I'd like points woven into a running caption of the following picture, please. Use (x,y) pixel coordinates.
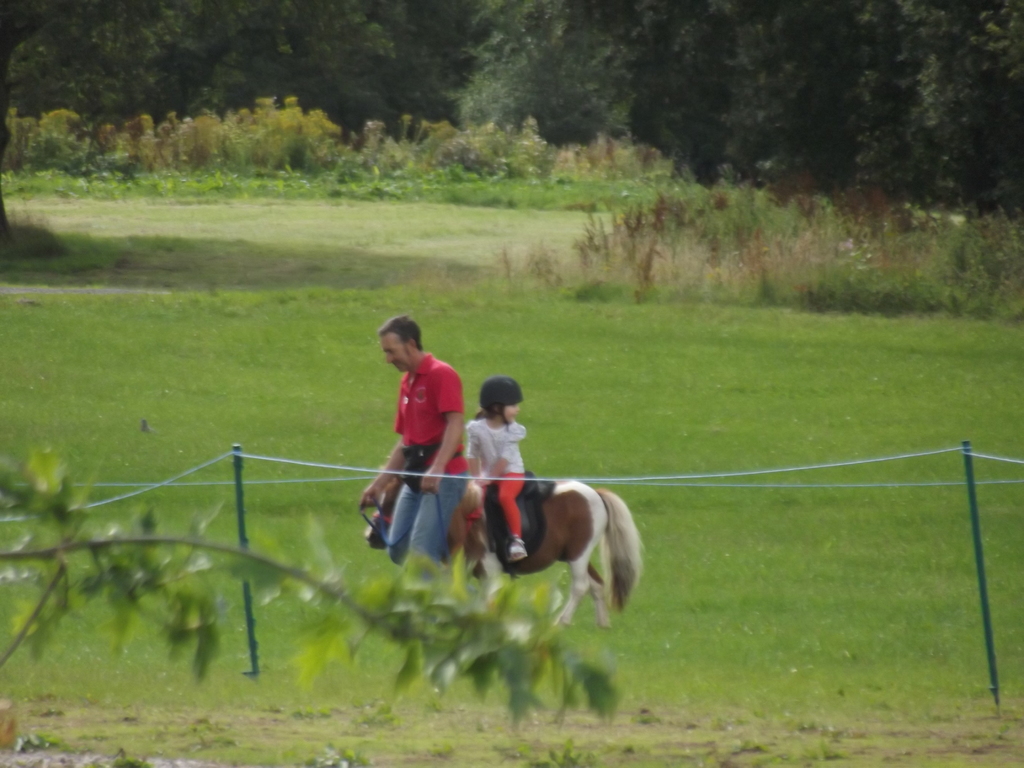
In the image there is a man (430,455) walking on the grassland (918,694), behind him there is a girl (503,438) sitting on a horse (629,571).
